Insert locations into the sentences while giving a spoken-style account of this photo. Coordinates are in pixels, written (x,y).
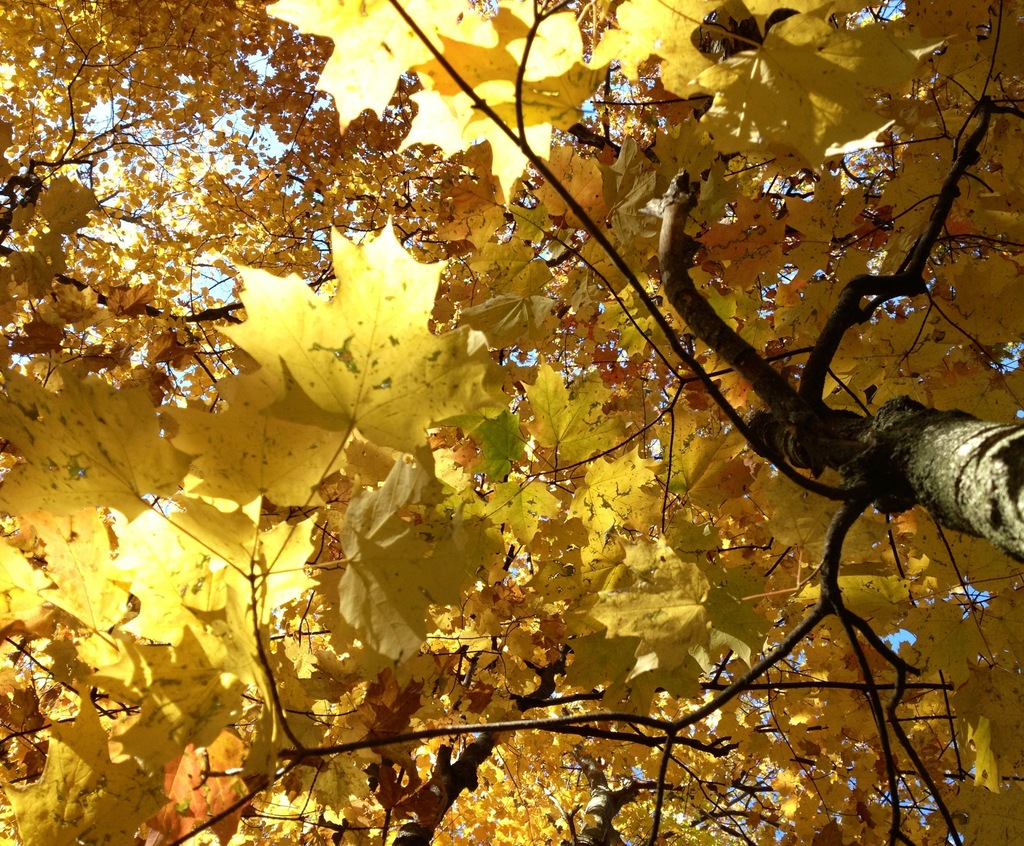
This picture is clicked outside. In the foreground (722,565) we can see the tree (245,365). In the background (181,97) we can see the sky (226,133).
